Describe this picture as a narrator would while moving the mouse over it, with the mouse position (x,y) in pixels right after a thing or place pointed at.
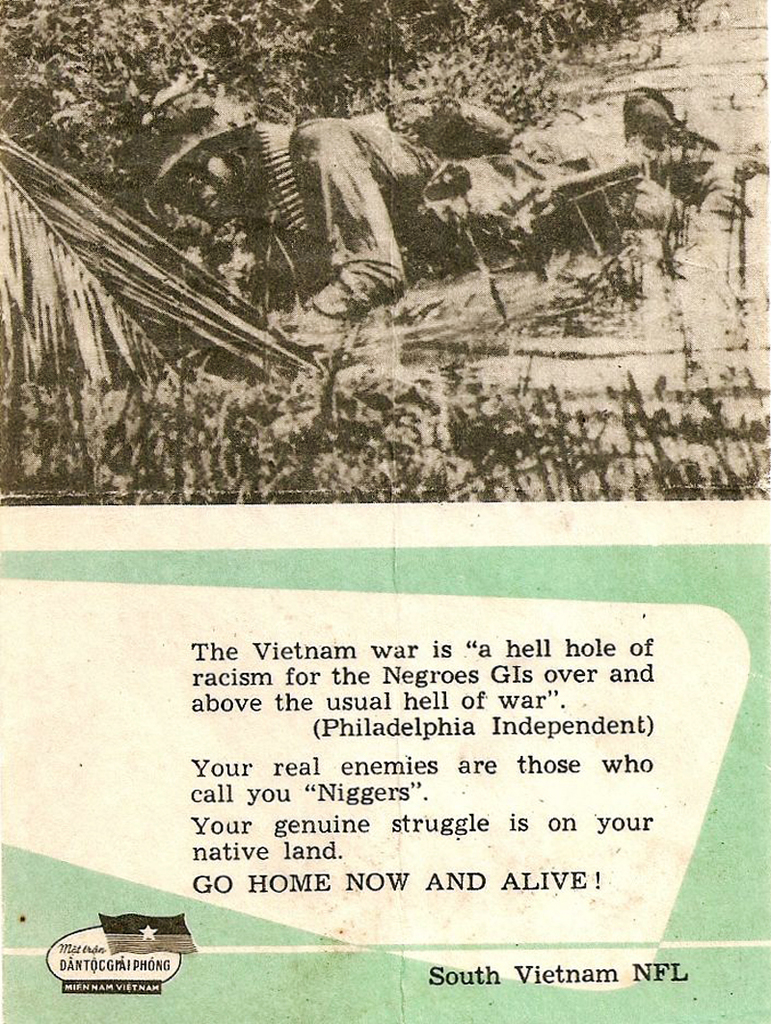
This is a poster. At the top of the image (394,281) there is a person (651,126) lying. There are trees (75,169). At the bottom of the image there is text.
